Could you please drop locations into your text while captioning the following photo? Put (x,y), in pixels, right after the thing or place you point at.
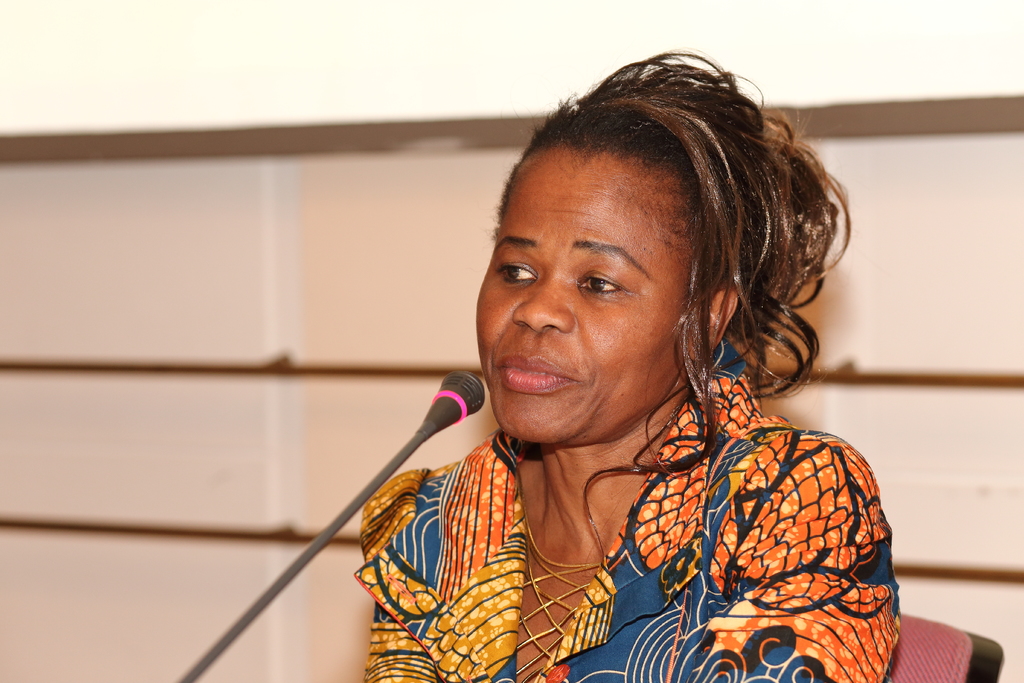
In this image in the front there is a mic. In the center (608,445) there is a woman (619,514) sitting on the chair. In the background (372,163) there is a wall (275,137).
